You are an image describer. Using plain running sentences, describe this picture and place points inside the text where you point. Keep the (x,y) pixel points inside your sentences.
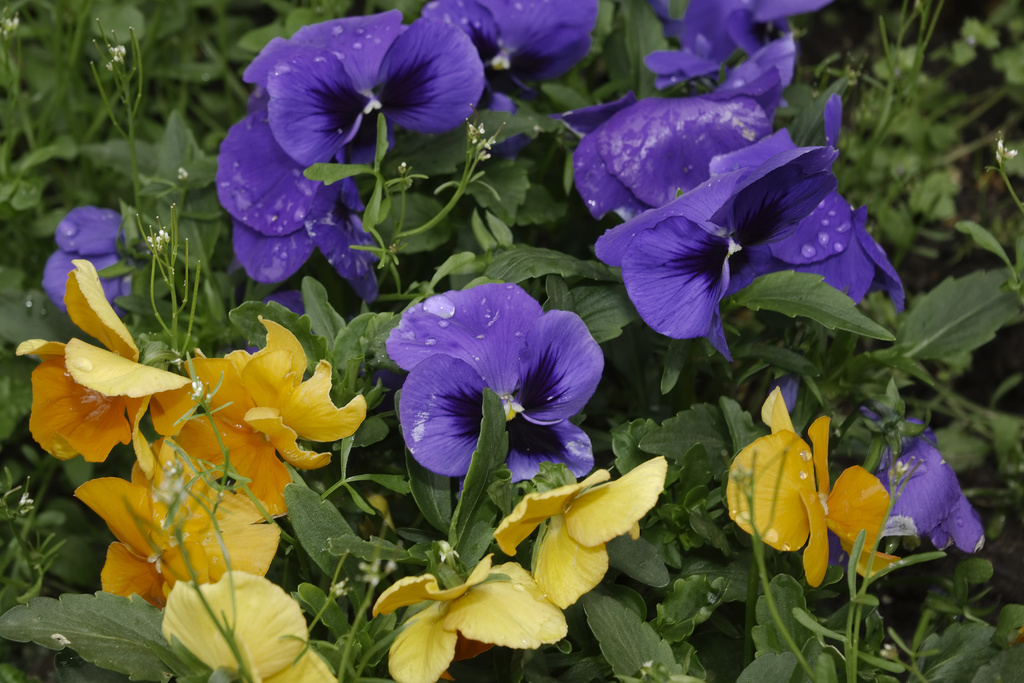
In this image I can see the flowers (321,183) in blue color and yellow color and also I can see the leaves (677,434) in green color.
